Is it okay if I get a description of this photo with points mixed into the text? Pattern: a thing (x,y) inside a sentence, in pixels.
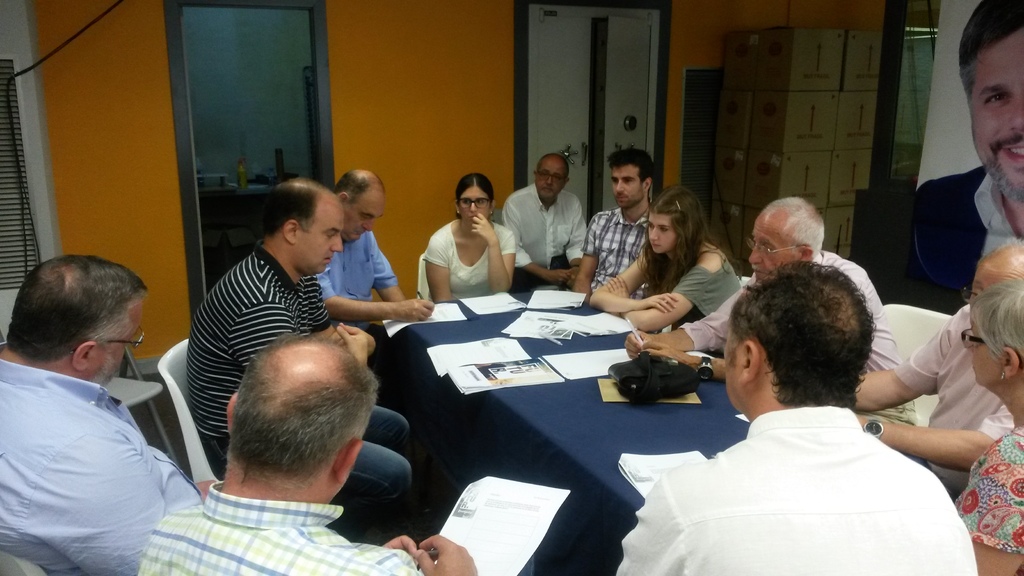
In this image I can see number of persons (272,357) sitting on chairs (166,358) which are white in color around the table (524,433). On the table (556,413) I can see a black colored object (649,378) and few papers (476,355). In the background (470,136) I can see the orange colored wall (441,101), the door (576,67), few cardboard boxes (784,175) and the photograph (948,171) of a person (1012,91) wearing white shirt (989,201) and blue blazer (939,214).
